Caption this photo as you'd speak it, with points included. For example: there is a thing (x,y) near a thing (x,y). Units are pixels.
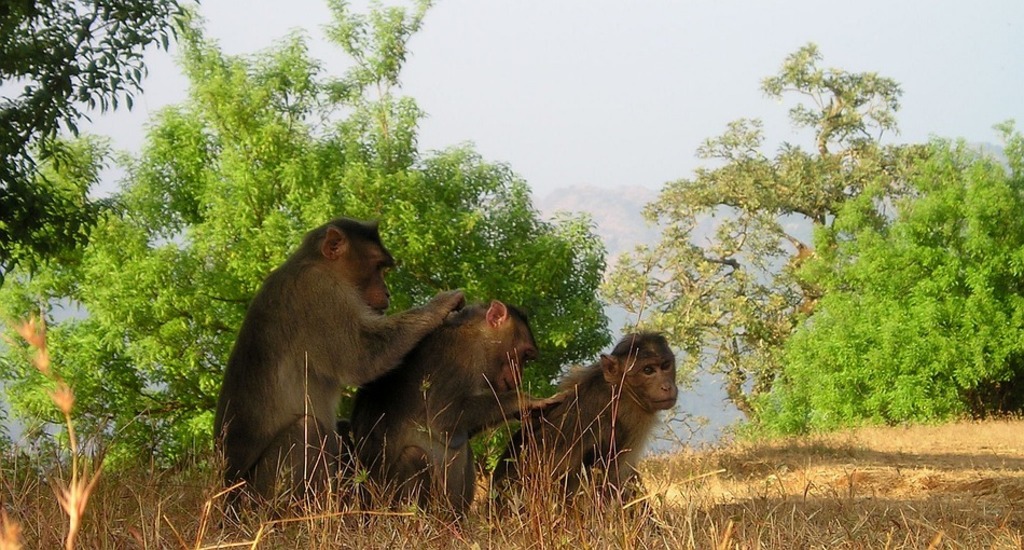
In this image I can see three monkeys (338,306) in brown and black color. I can see the dry grass (812,468) and the sky (429,27). I can see few trees (456,229) in green color.
